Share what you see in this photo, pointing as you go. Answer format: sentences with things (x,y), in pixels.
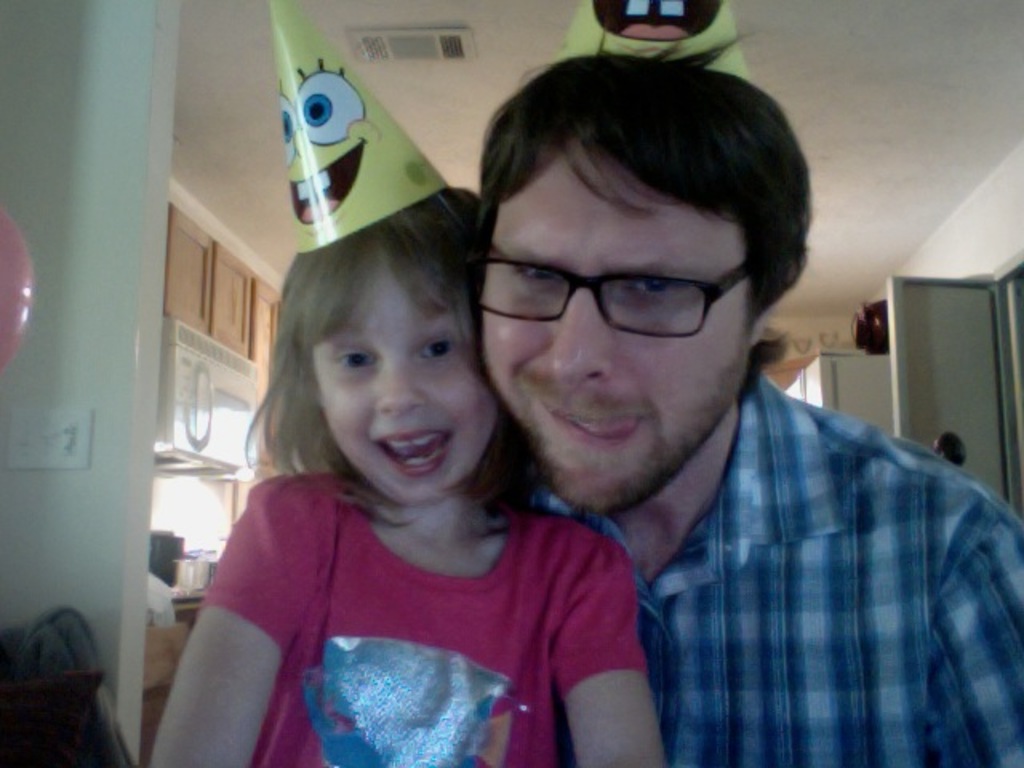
In front of the image there is a man (662,424) and a girl (429,473) with caps (651,49) on their heads (467,447). On the left side of the image (92,416) there is a wall (66,200) with switch board (56,414). Behind them there are cupboards (256,305) and there are vessels (190,578) on the table (190,605). On the right side of the image (962,350) there are doors (933,369).
